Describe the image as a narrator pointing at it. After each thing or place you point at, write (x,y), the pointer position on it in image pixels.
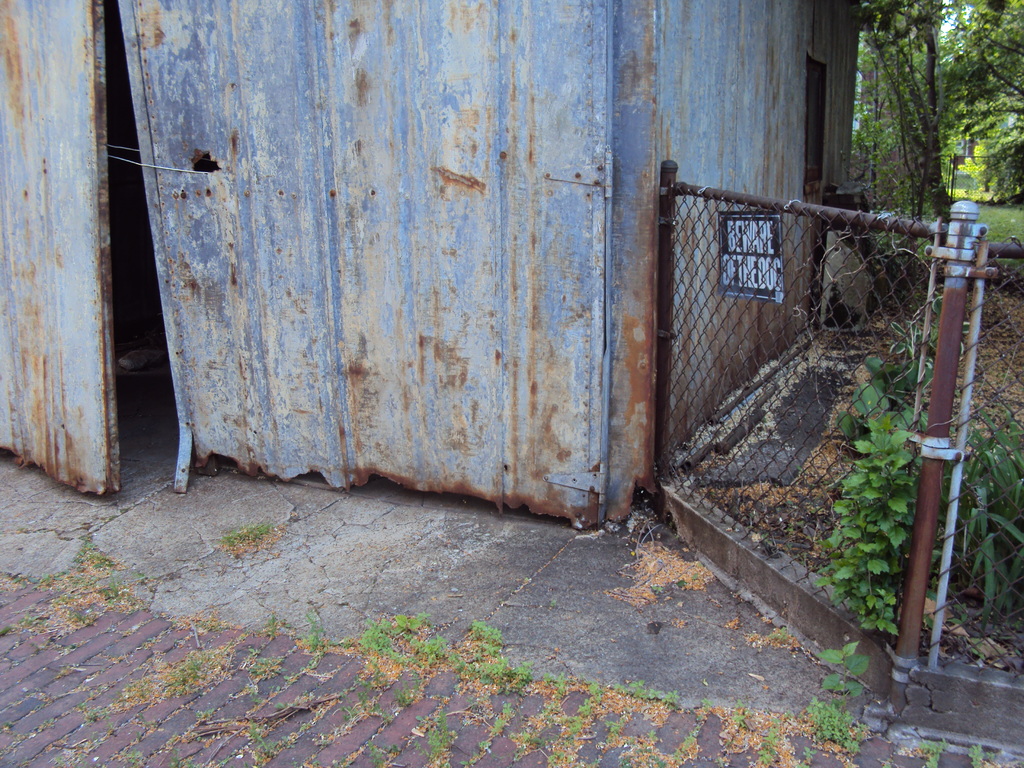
In this image we can see shredded leaves (747,637) on the floor (718,627), fences (745,421), sign boards (775,292), trees (857,131), creepers (875,583) and shed (235,189).
